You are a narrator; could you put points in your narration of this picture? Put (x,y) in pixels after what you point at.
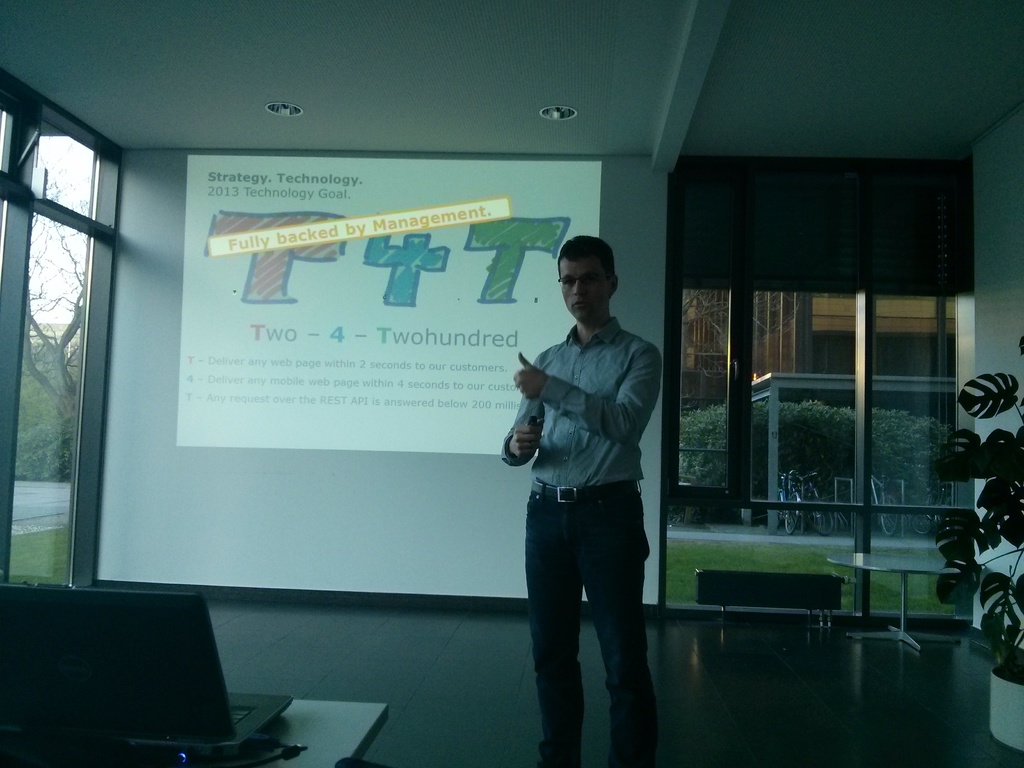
In the picture we can see a man (542,661) standing and explaining something and behind him we can see a screen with some information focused on it and in front of him we can see a laptop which is on the table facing towards him and beside the screen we can see a glass window (881,605) and from it we can see some bicycles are parked near some plants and on the other side of the screen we can see a glass (69,452) from it we can see some trees (69,462) and near the glass window (888,591) we can see a table (895,628) and some plant (1023,578).
